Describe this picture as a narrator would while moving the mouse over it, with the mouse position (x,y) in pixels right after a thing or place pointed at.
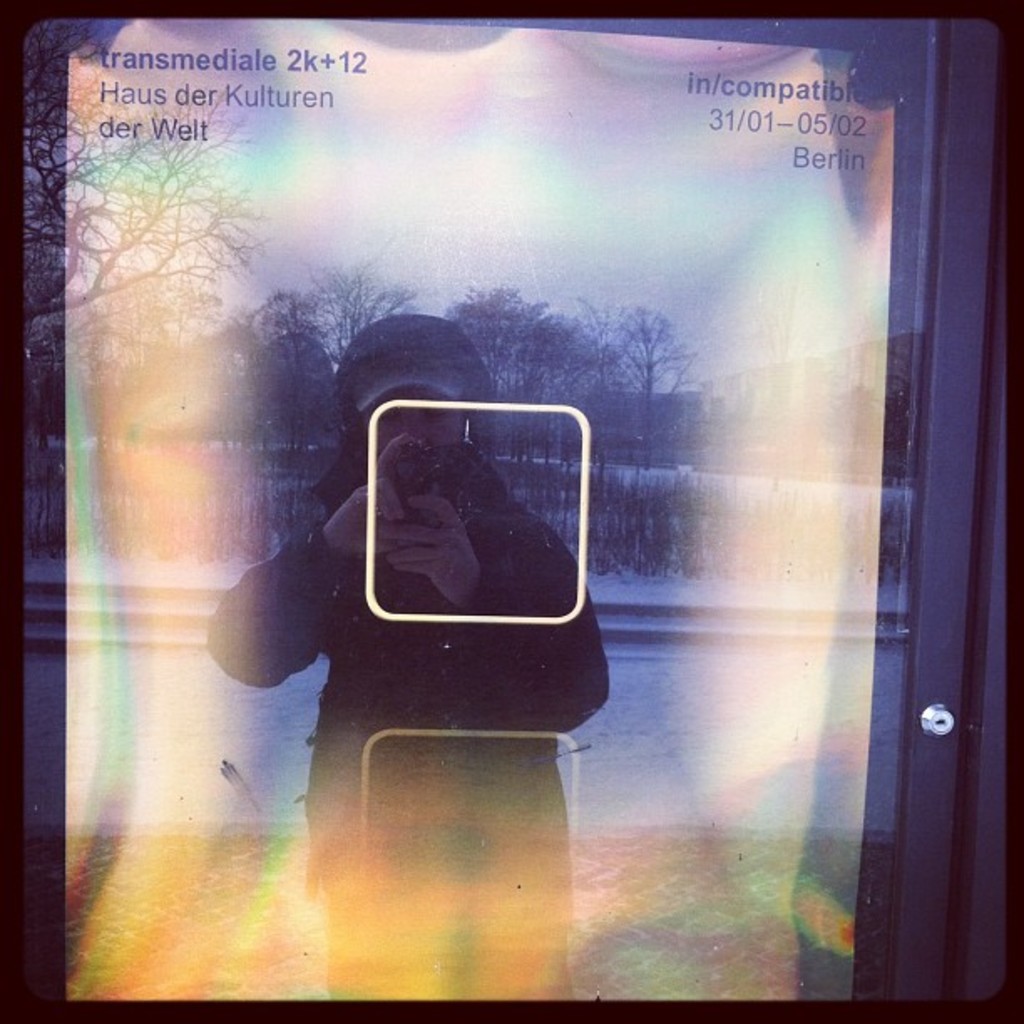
In this picture I can observe a glass door (892,408). In this glass door (550,652) I can observe a reflection (359,616). In this reflection (508,584) I can observe a person (445,769) standing on the floor (153,921). In the background (411,313) there are trees (361,321) and sky (399,218). In the top of the picture (256,103) I can observe some text (789,129).
